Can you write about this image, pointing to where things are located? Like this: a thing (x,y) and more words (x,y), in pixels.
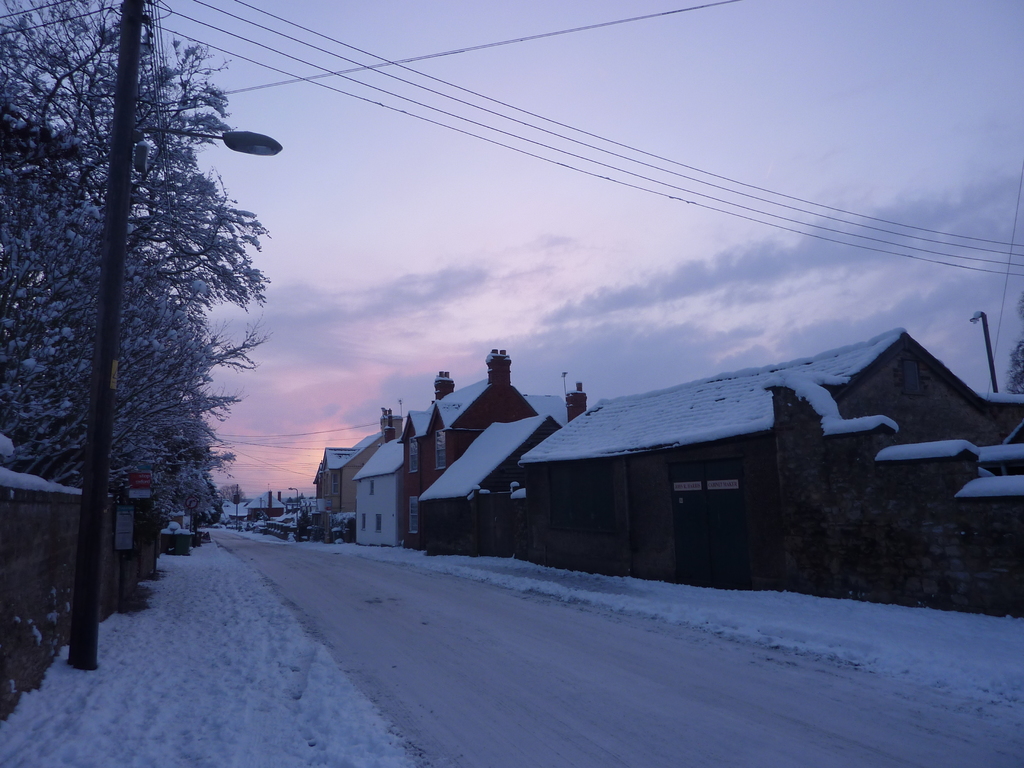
In the image there is road (315,583) in the middle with buildings (469,554) on the right side (773,482) with snow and trees (62,325) on the left side (2,325), on either side of the road (602,706) there is snow (236,752) and above its sky (469,287) with clouds (554,268).
